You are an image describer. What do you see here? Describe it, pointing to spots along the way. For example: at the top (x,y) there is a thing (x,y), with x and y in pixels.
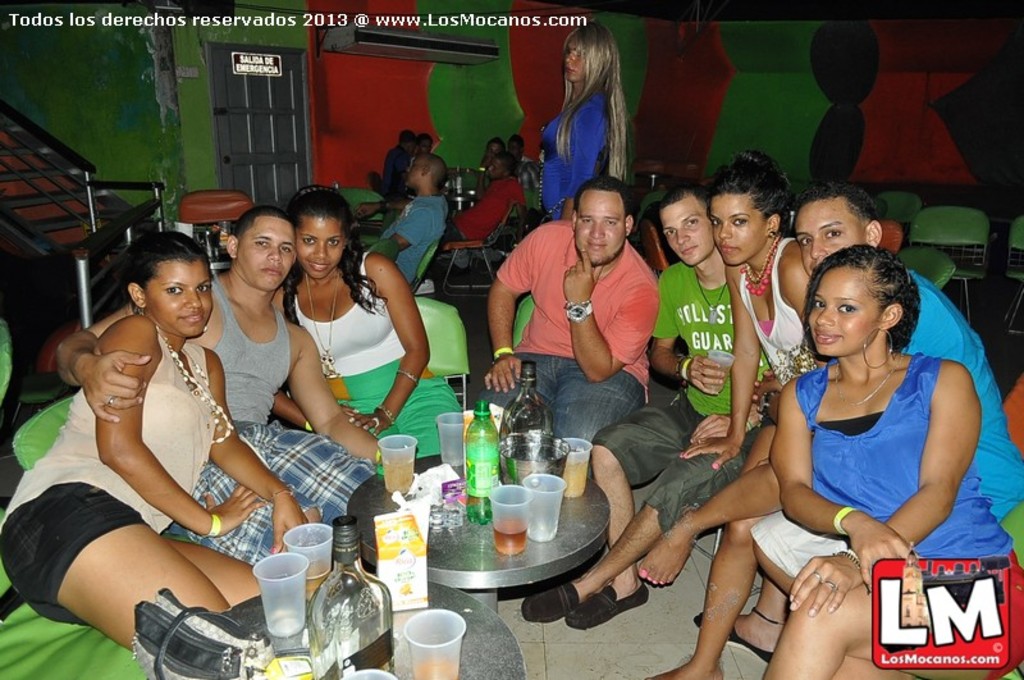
On the top left (56,18), there is a watermark (43,16). In the bottom right (955,576), there is a watermark (970,569). In the background (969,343), there are persons (728,185) in different color dresses (65,457), sitting in front of the tables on which, there are glasses (377,677), bottles (517,398) and other objects (435,476), there is a person (568,53) standing, there is a green wall (99,167) and there are other objects (272,190).
